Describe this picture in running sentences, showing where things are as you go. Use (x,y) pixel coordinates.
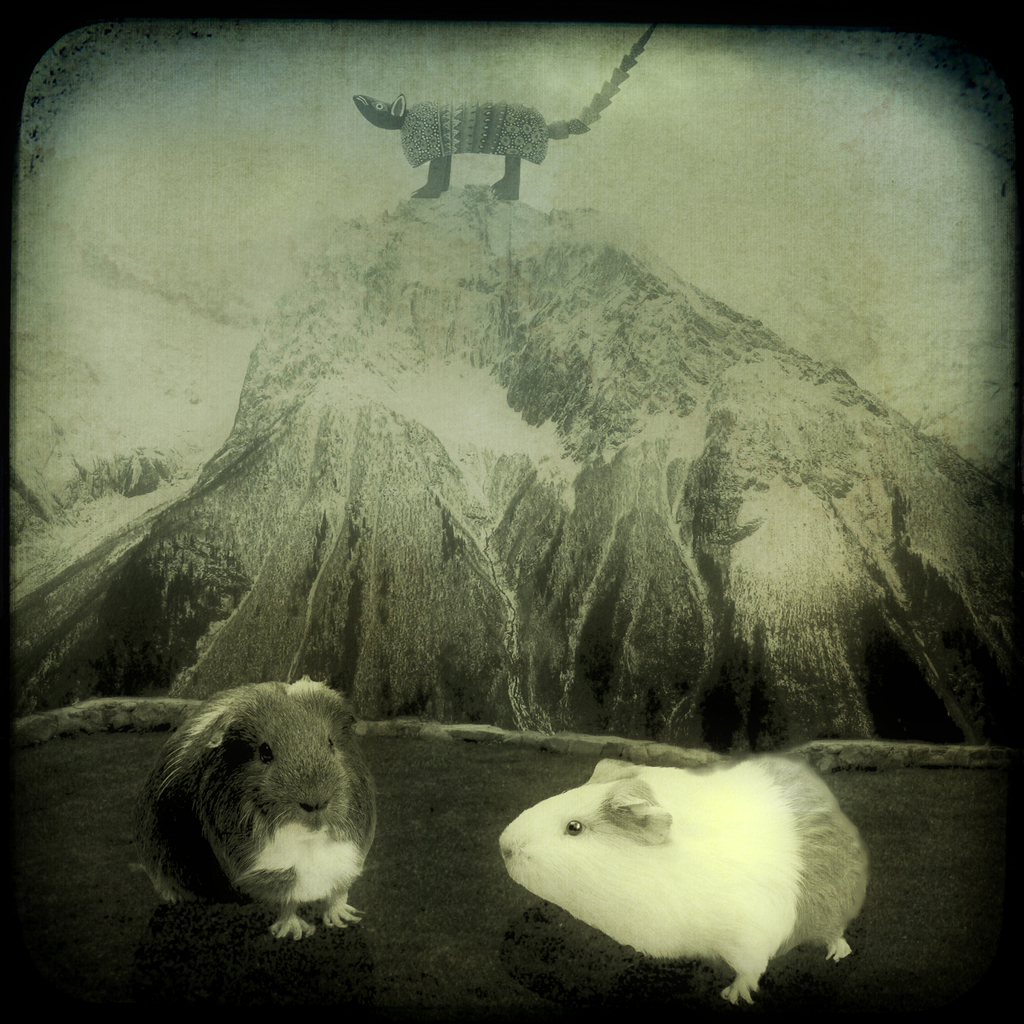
It is a black and white image. In this image we can see the depiction of three animals (766,792). Two on the land (578,941) and one on the rock hill (658,441) and the image has borders (932,17).
